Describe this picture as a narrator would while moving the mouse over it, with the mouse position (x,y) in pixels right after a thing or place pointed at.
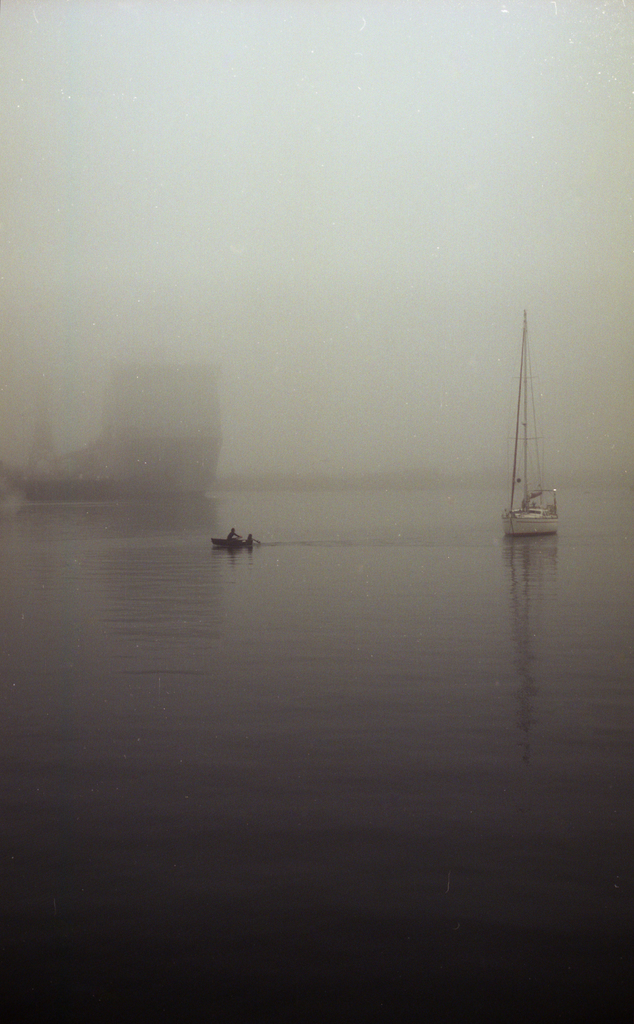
In this picture I can see few boats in the water (329,576) and looks like fog (335,245) and I can see couple of them (249,536) seated on a boat (249,544).
